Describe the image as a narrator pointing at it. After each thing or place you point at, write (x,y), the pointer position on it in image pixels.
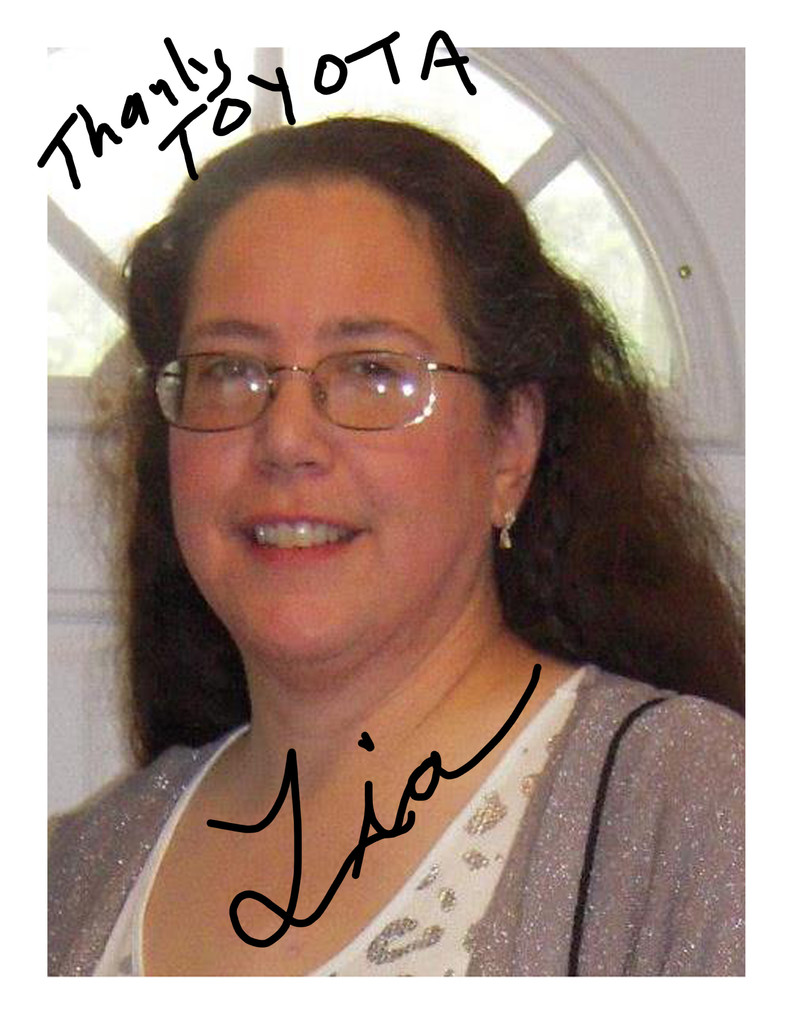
In this image we can see a woman (320,555) smiling and some text (369,788). In the background (643,264) there are trees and a window (612,139).
